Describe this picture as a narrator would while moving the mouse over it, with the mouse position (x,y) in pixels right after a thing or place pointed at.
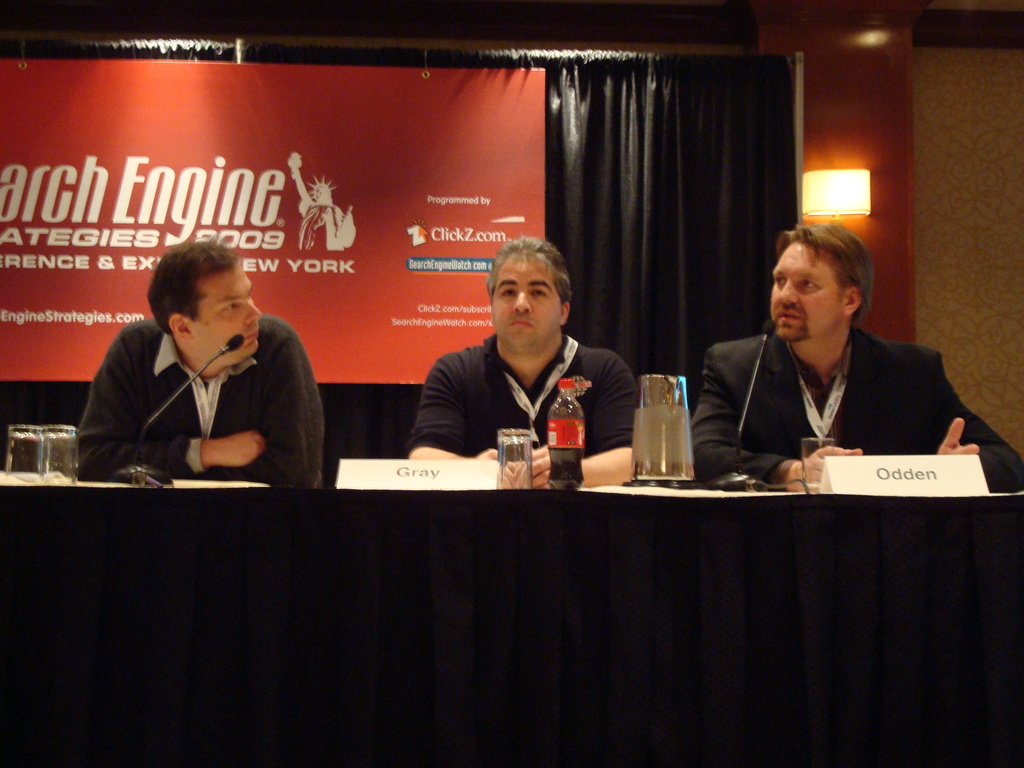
In this image there is a table (347,541), behind the table (532,559) there are three man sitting on chairs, in the background (752,94) there is a black curtain (757,292), to that curtain (552,149) there is a poster (284,173).
